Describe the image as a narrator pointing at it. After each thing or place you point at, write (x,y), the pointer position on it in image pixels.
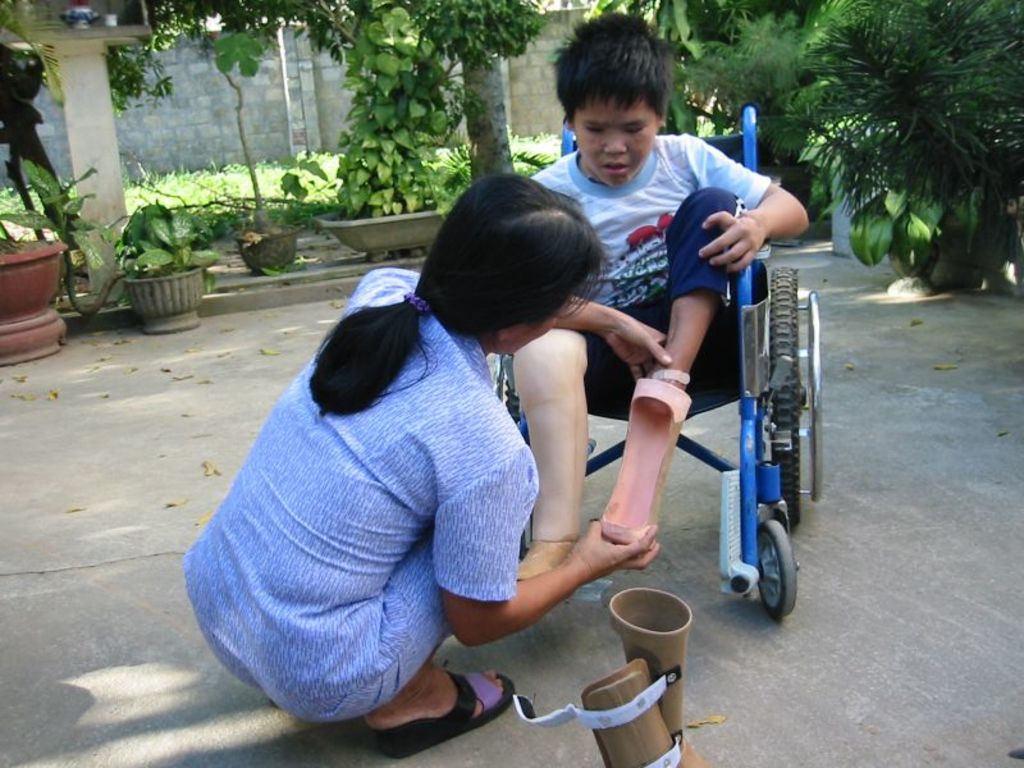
In the middle of the image (551,300) a woman (562,306) is sitting and holding a footwear (632,413). Behind her a boy (604,301) is sitting on a wheelchair (723,399). Behind them there are some plants (348,76) and trees (450,45) and grass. Behind the trees (907,54) there is wall (243,112).
